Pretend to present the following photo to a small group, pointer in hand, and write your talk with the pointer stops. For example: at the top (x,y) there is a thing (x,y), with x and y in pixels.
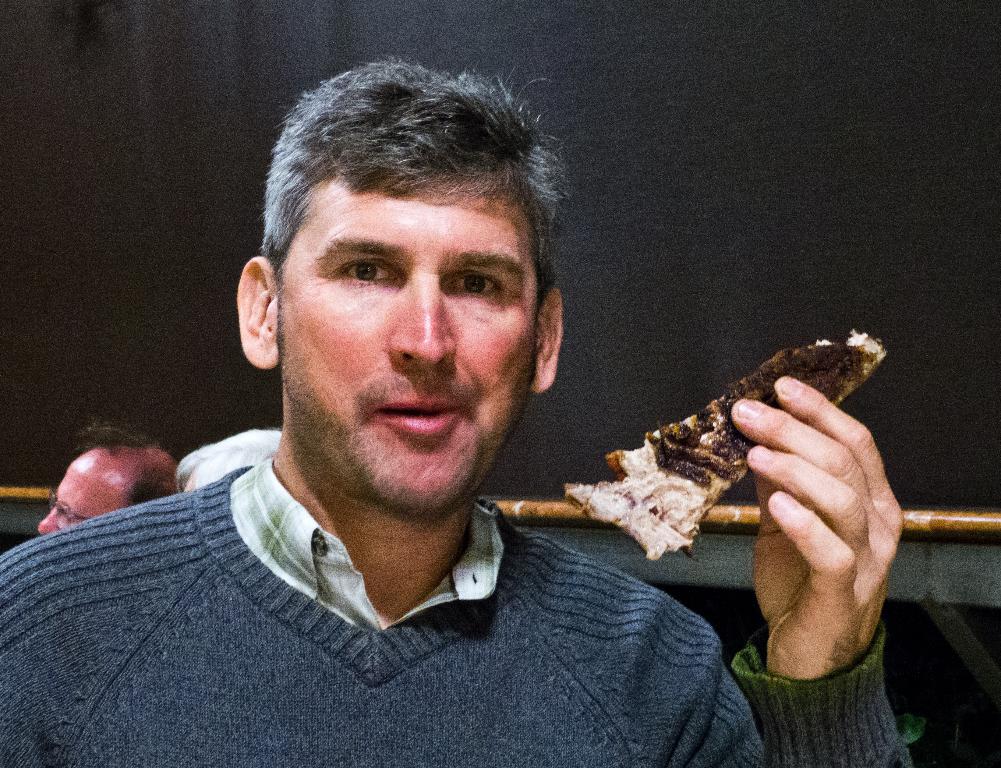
In the picture we can see a man (573,621) standing and holding something in the hand (810,589) and behind him we can see another man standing and in the background (158,373) we can see a wall (151,321) which is black in color.
